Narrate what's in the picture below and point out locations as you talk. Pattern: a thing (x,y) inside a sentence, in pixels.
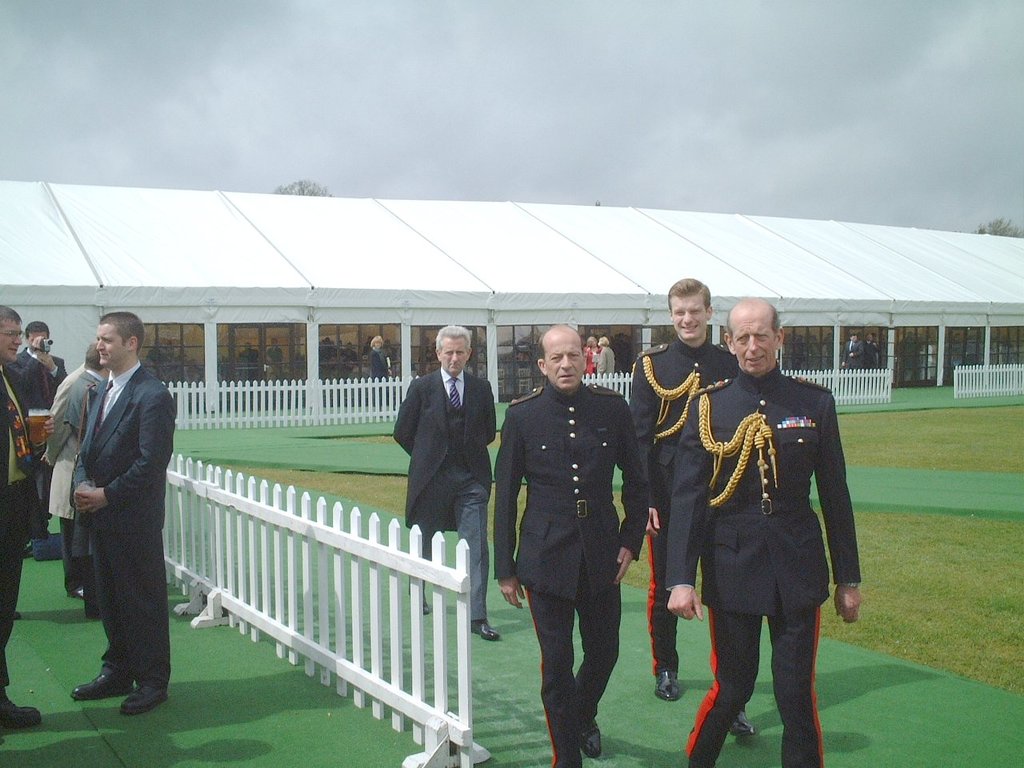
In the center of the image (646,488) we can see four persons (701,493) are walking and some of them are smiling, which we can see on their faces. And they are in different costumes (614,434). On the left side of the image (142,552) we can see a few people (99,579) are standing and the middle person (64,367) is holding a camera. In the background (539,143) we can see the sky (833,118), clouds (844,162), one tent (835,241), pillars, fences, carpet (288,730), few people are standing and a few other objects (60,551).
